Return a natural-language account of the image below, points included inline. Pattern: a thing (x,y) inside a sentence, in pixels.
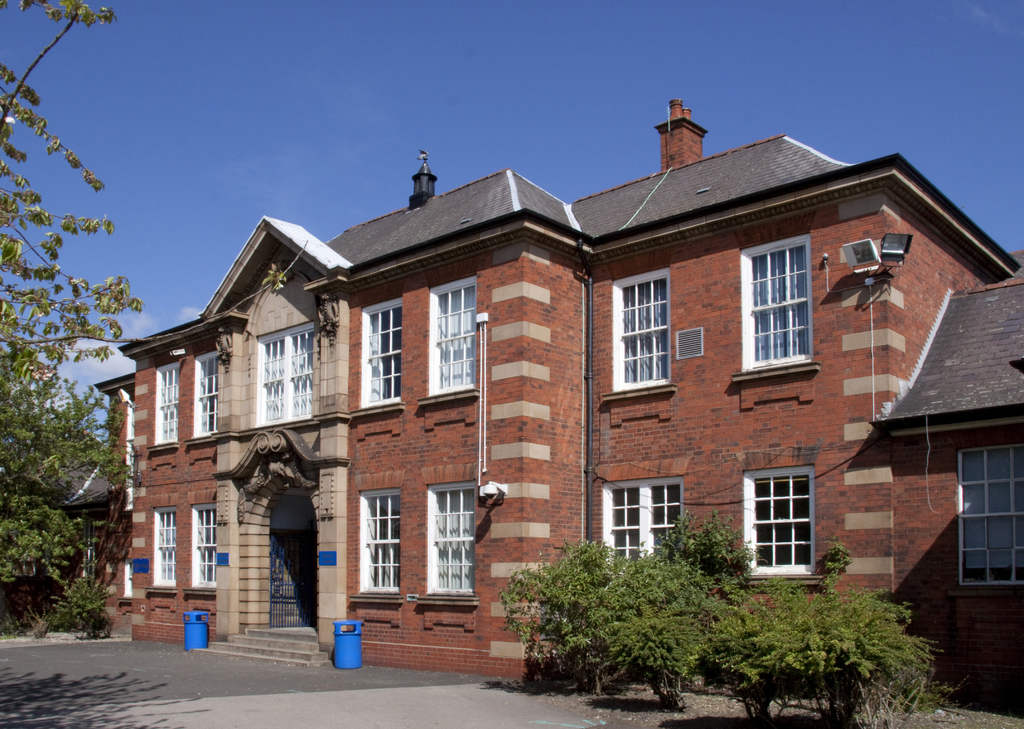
In this image there is a house (390,372) with glass windows (442,345) and lamps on it, beside the house (203,440) there are some other houses (103,504), in front of the house (156,484) there are trees (19,252), plants (647,660), trash cans (336,660), at the entrance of the house (297,520) there are stairs (275,654), in front of the stairs (248,652) there is a road (187,666).
